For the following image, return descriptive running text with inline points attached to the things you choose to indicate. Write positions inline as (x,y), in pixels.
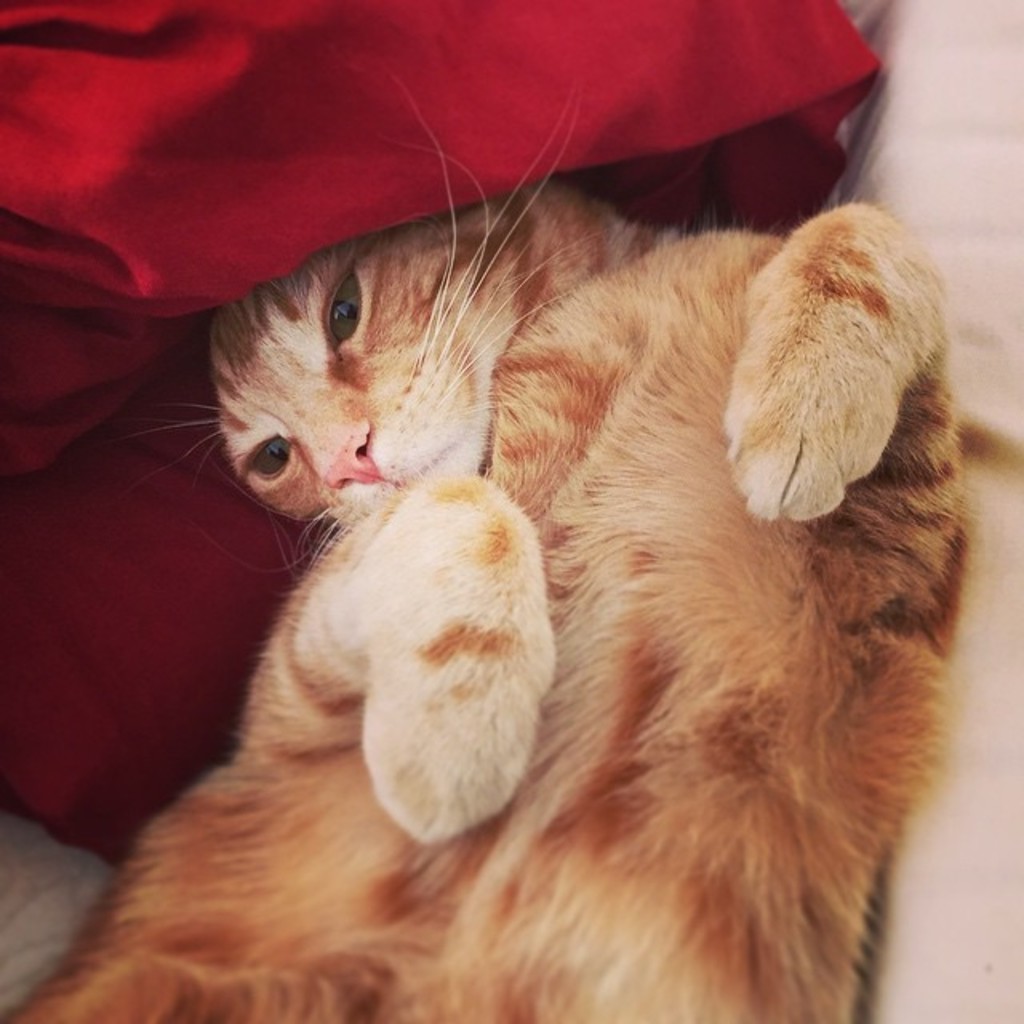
In this image we can see a cat (382,707), behind the cat (492,459) we can see the red color cloth (529,105), on the right side of the image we can see an object (1014,268), which looks like a table (950,877).
